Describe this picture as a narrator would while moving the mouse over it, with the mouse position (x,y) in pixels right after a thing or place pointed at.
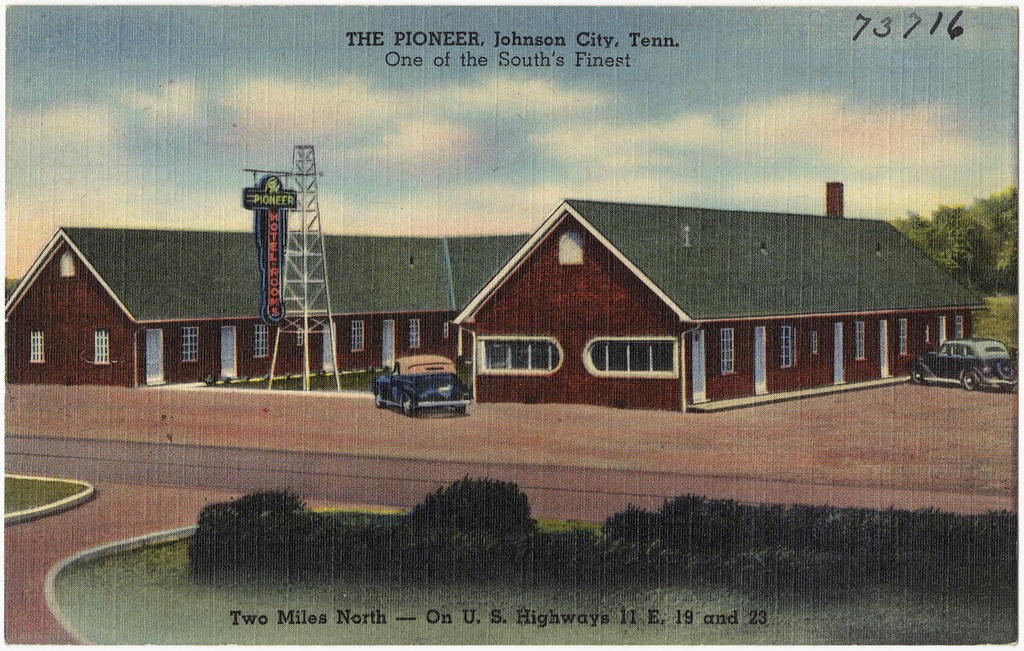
In this image I can see painting (450,328) of houses (459,328), vehicles (430,399), plants (473,529), a tower (286,274), trees (1011,224) and the sky (438,170). I can also see something written on the image.
